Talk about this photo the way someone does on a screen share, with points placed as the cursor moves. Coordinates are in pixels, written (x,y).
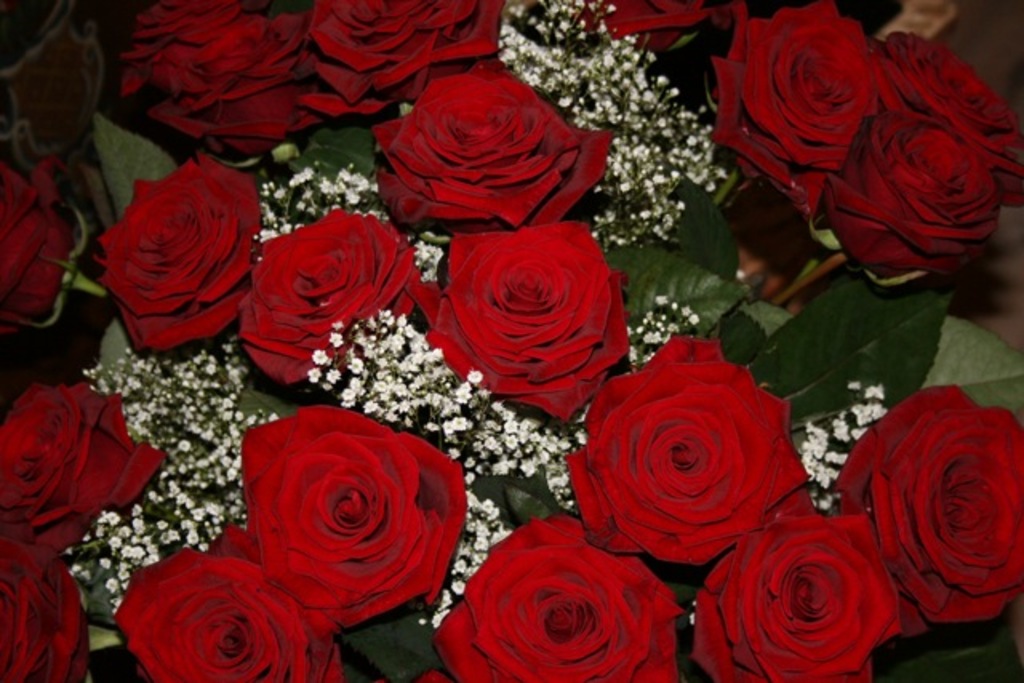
In this picture we can see the red roses (710,467), green leaves (816,346) and some other items (229,382).
